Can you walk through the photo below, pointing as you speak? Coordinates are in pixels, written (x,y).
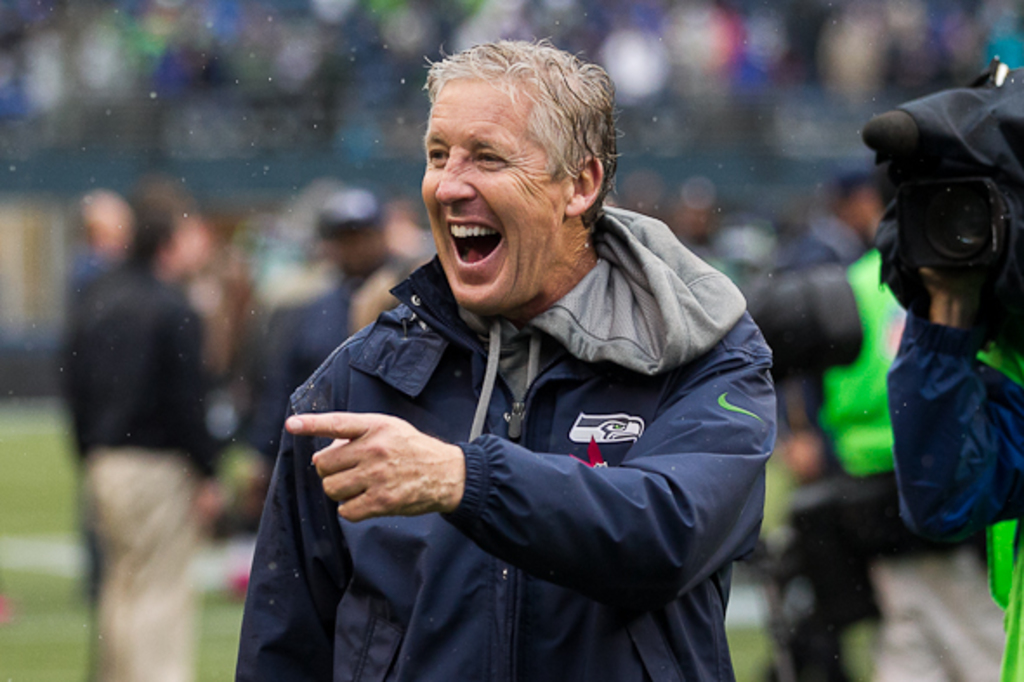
In this picture I can observe a man (462,359) in the middle of the picture (450,434). He is wearing blue color jacket (550,484). On the right side (907,325) I can observe a person (931,371) holding a video camera (935,248). The background (753,123) is completely blurred.
